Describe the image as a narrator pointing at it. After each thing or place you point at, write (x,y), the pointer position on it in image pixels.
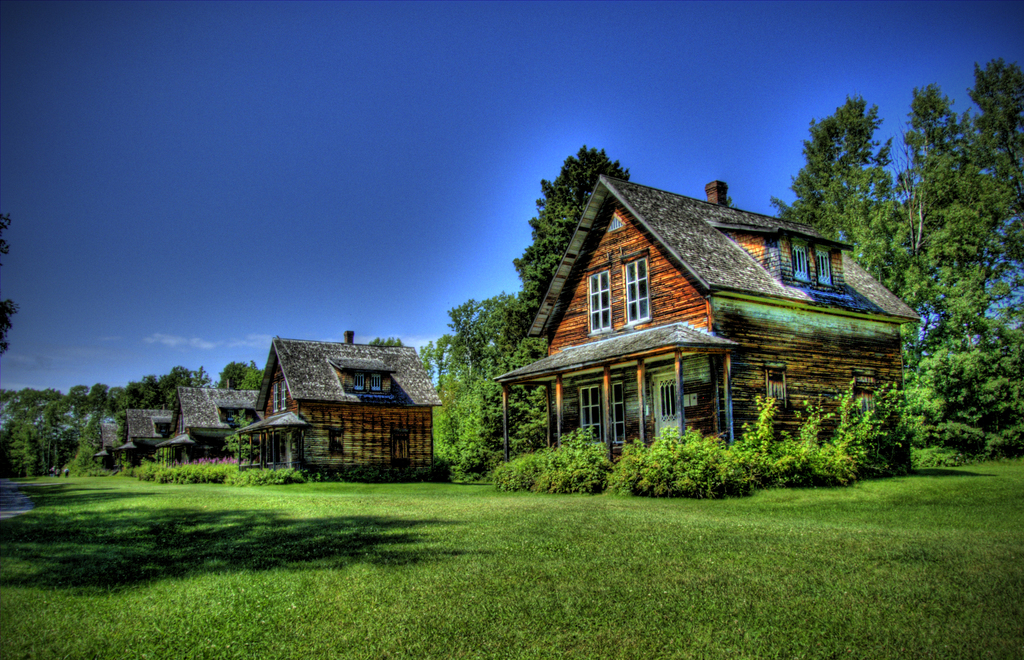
There are cottages (203,405) on the ground (625,569), on which, there is grass (517,494), there are plants (713,467) and trees (1007,436). In the background (226,173), there is blue sky (653,35).
